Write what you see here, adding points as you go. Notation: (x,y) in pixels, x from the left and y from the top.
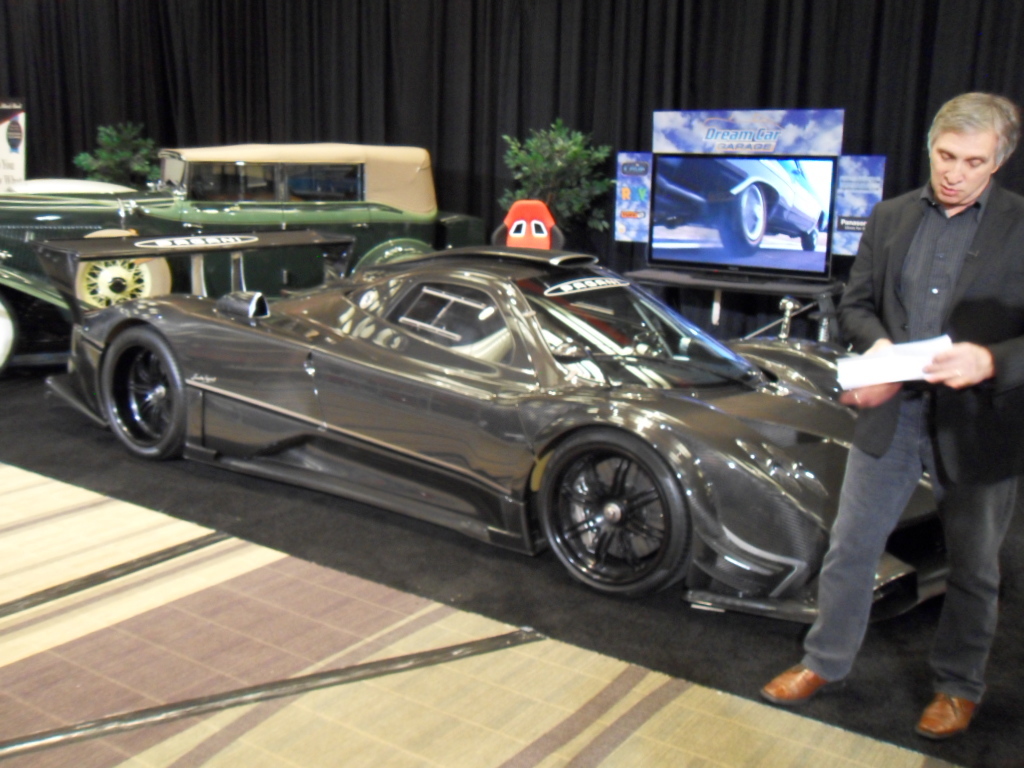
In the image we can see a man (929,322) standing, he is wearing clothes (879,556) and shoes (776,677), and the man (860,467) is holding a paper (900,346) in his hand (891,389). This is a screen (709,194), plant (549,155), curtains (460,79) black in color and carpet (307,710). There are even vehicles (366,285).
